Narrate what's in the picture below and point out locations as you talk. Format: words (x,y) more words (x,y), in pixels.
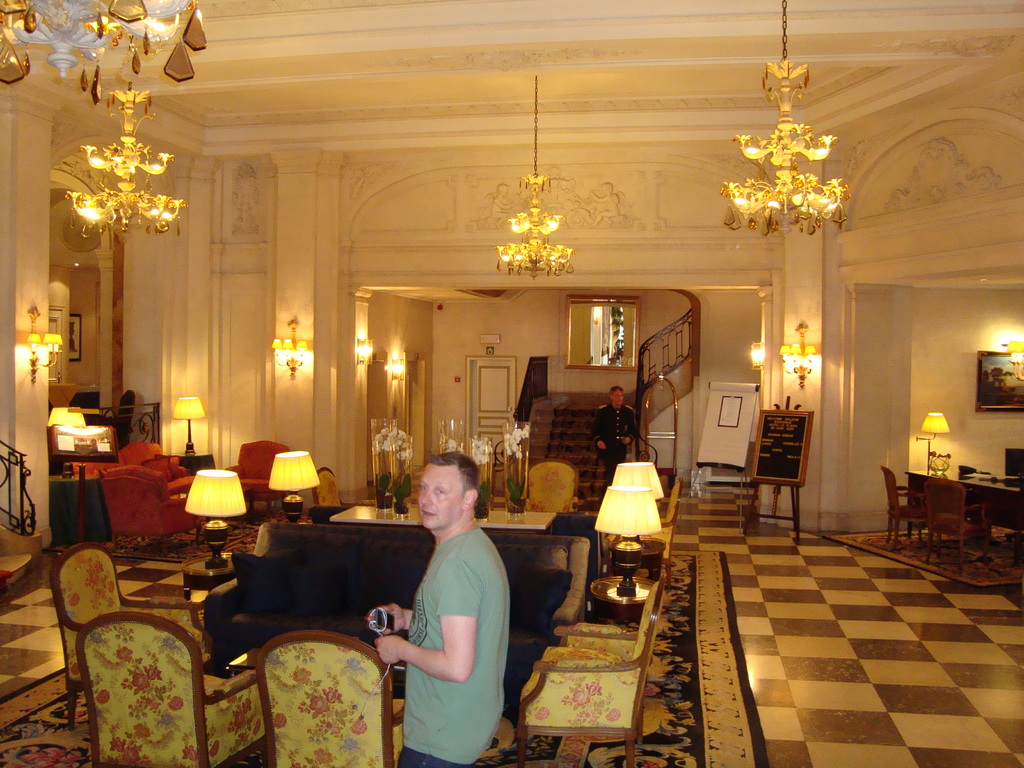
This picture shows a man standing and holding a wire (388,661) in his hand (400,658) and we see chairs (200,751) and a man (626,450) standing on the stairs (581,431) and a sofa (326,574) and few lights (779,191).
